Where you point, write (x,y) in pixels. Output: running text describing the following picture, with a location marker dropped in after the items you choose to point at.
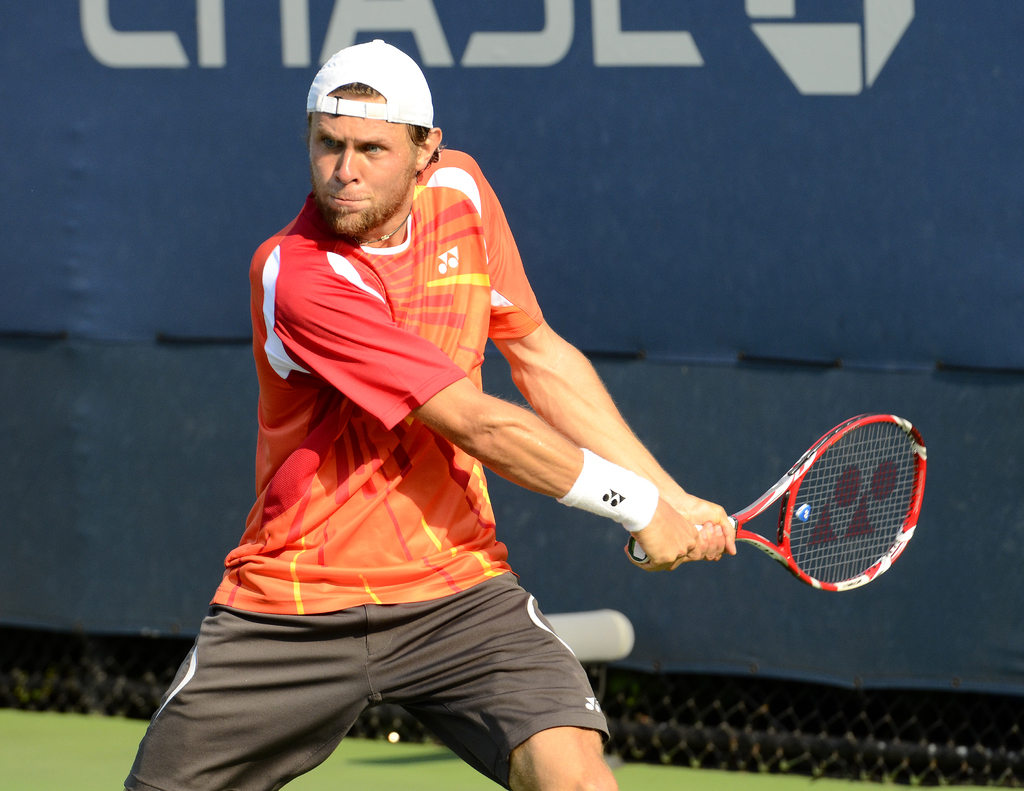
In this picture we can see a man (500,349) holding a tennis bat (785,510), the men (398,460) wore a orange color t-shirt (409,392) and a black color short (522,648) and also he wore a cap (416,114), in the backgrounds we can see a sheet (790,232) in the bottom (711,788) there is a grass (693,784).
